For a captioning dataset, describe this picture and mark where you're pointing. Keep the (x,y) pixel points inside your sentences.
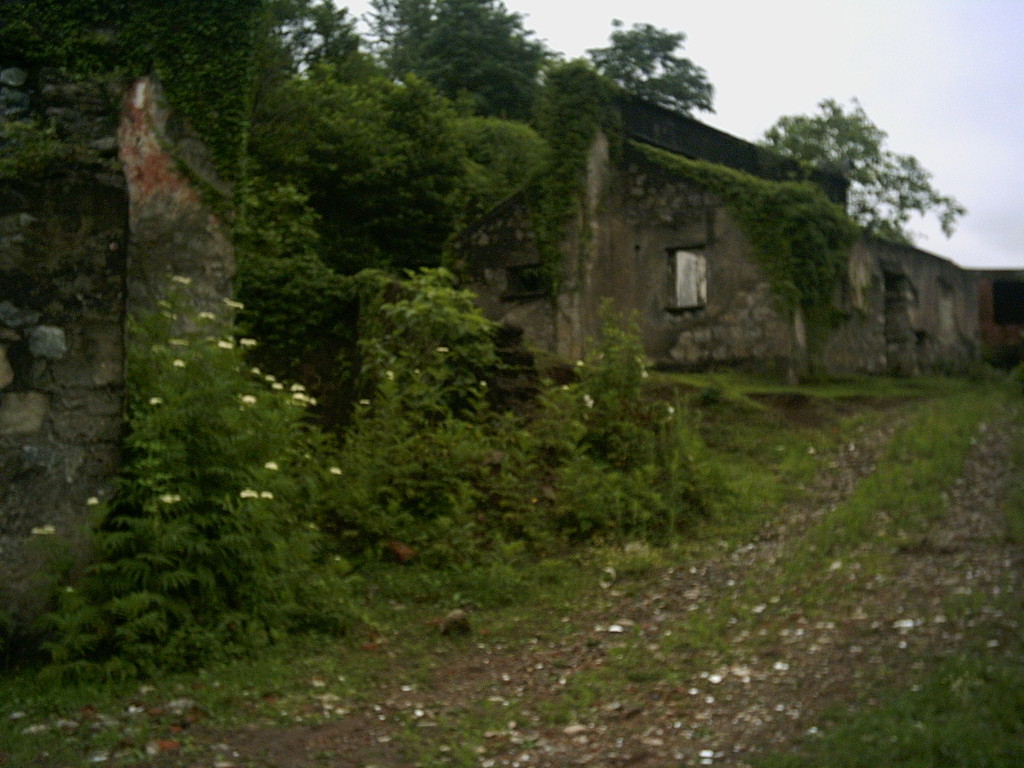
In this image there are few old buildings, there are few trees (435,58), plants (474,579), flowers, stones (815,617) and the sky (757,13).
